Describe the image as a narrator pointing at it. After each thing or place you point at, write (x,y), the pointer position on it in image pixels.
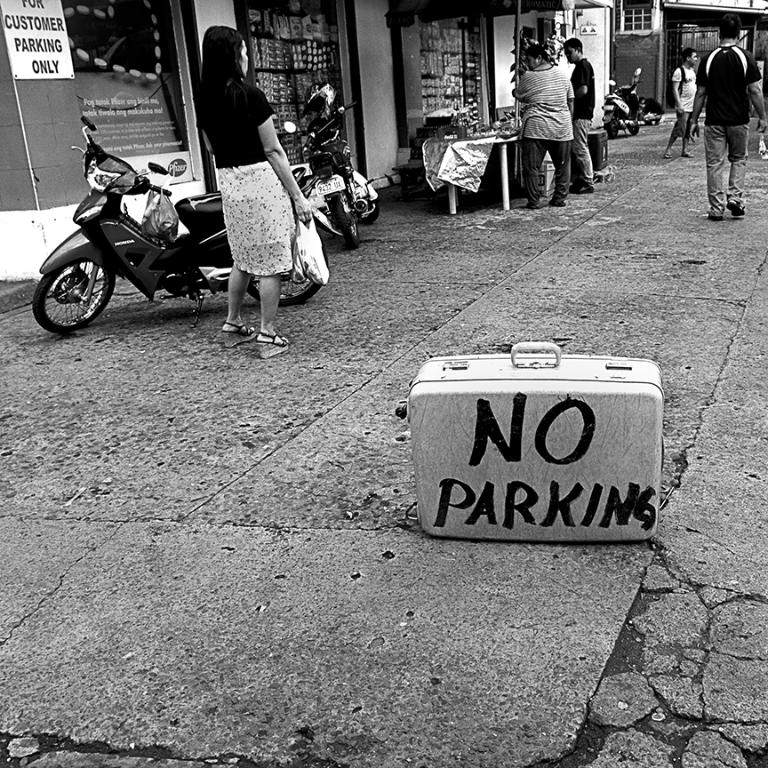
The image is outside of the city. In the image we can see a suitcase (649,359) which is labelled as no parking. On left (232,240) there is a woman (223,97) who is wearing black color shirt (249,92) and holding a bag (313,243) and standing beside bike (183,252). On right side (704,102) there is a man (693,106) who is walking in right side (687,113) there is another man (679,80) who is walking. On right side (588,95) there are two persons (574,94) who are standing behind the stall (502,131).
